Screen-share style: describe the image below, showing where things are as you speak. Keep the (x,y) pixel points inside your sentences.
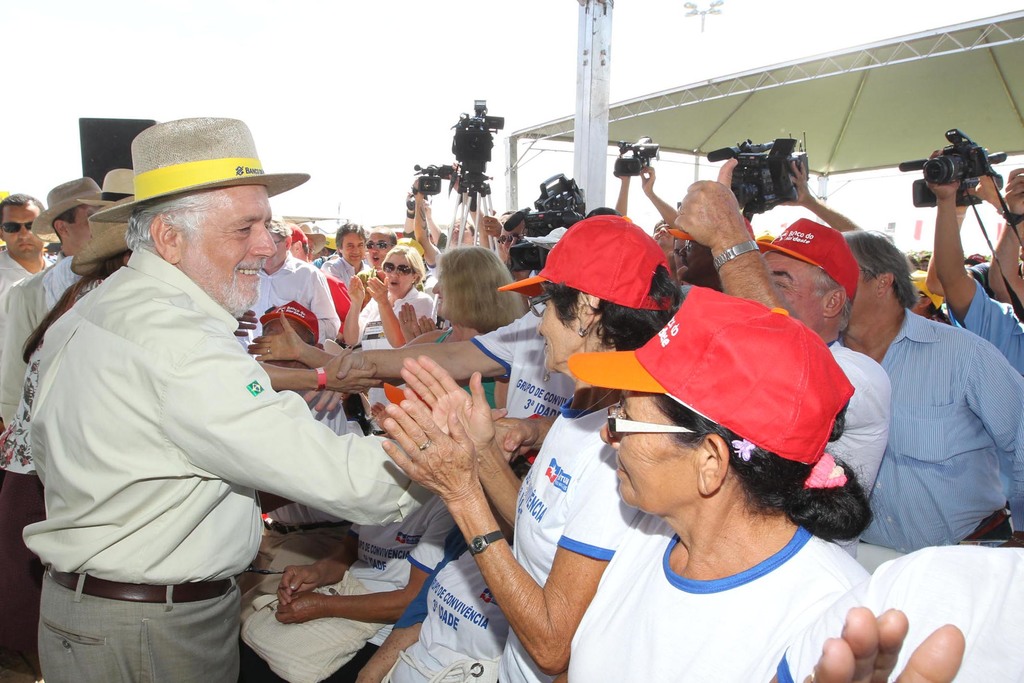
In this image, I can see few people (366,551) sitting and few people (307,459) standing. I can see the video recorders (482,131). It looks like a pole (605,190). On the right side of the image (739,132), I think this is the shelter (777,123).
